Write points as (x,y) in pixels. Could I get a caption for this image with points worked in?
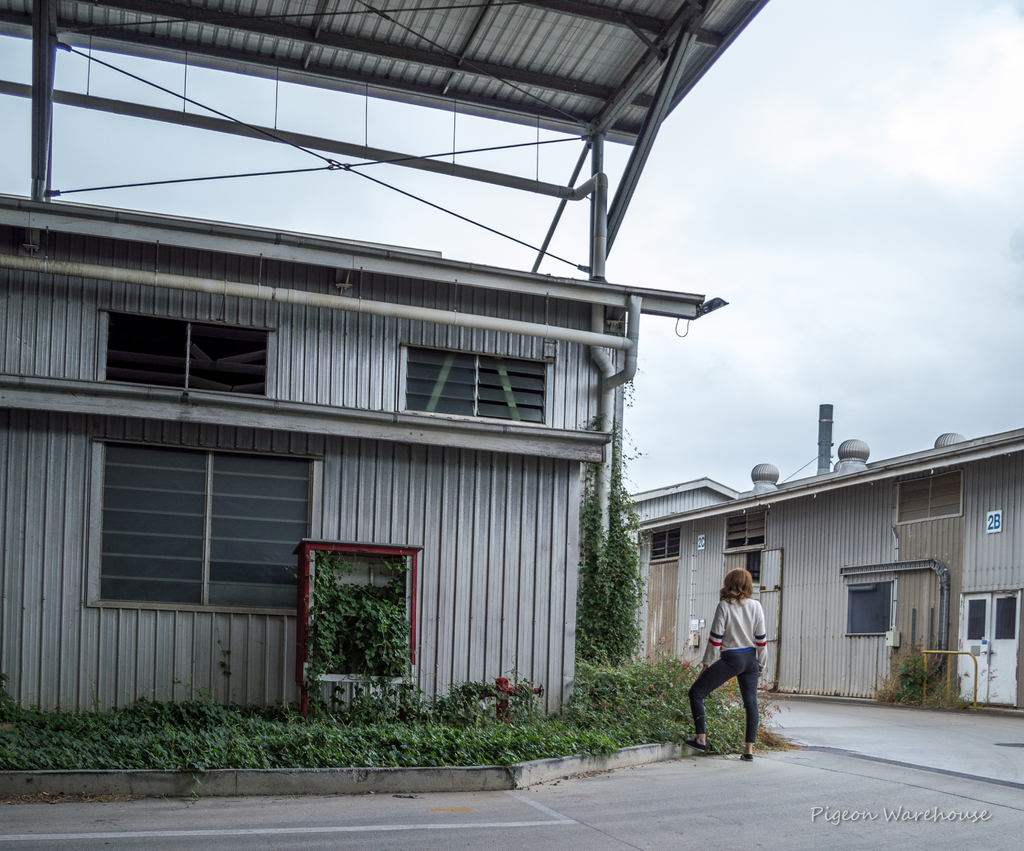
In this picture there is a white color small shed house (12,230) in the front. On the right side (734,618) we can see a girl (734,634) wearing white color t-shirt (744,629) is standing. On the right corner (853,530) there is a shed house (838,562) with window (864,612).
